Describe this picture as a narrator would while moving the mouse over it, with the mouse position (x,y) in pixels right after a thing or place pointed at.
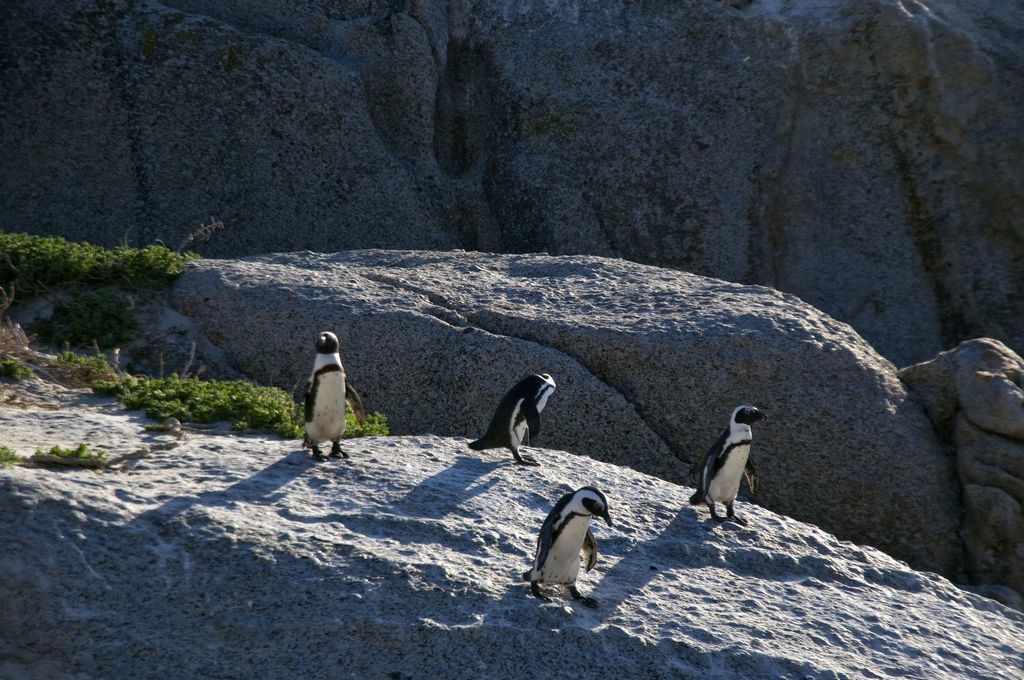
In this image I can see four penguins (321,333) are standing and on the left side of the image (189,420) I can see grass (167,258).
